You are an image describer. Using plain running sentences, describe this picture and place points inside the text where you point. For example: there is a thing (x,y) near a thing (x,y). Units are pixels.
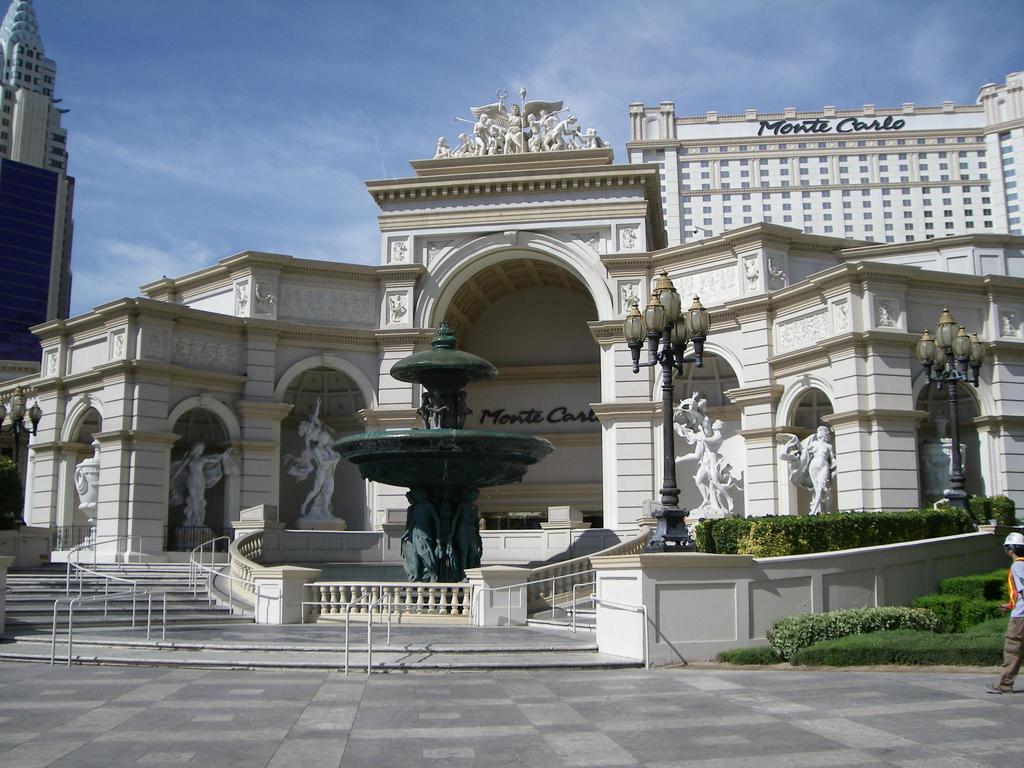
In this image we can see statues (715,471), buildings (562,429), poles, lights (942,318), railings (193,569), stairs (547,618), grass (940,637) and plants (770,519). At the bottom of the image (597,723), we can see the pavement (354,730). At the top of the image (161,81), we can see the sky (442,122). There is a person (1013,557) on the right side of the image (1009,599).
